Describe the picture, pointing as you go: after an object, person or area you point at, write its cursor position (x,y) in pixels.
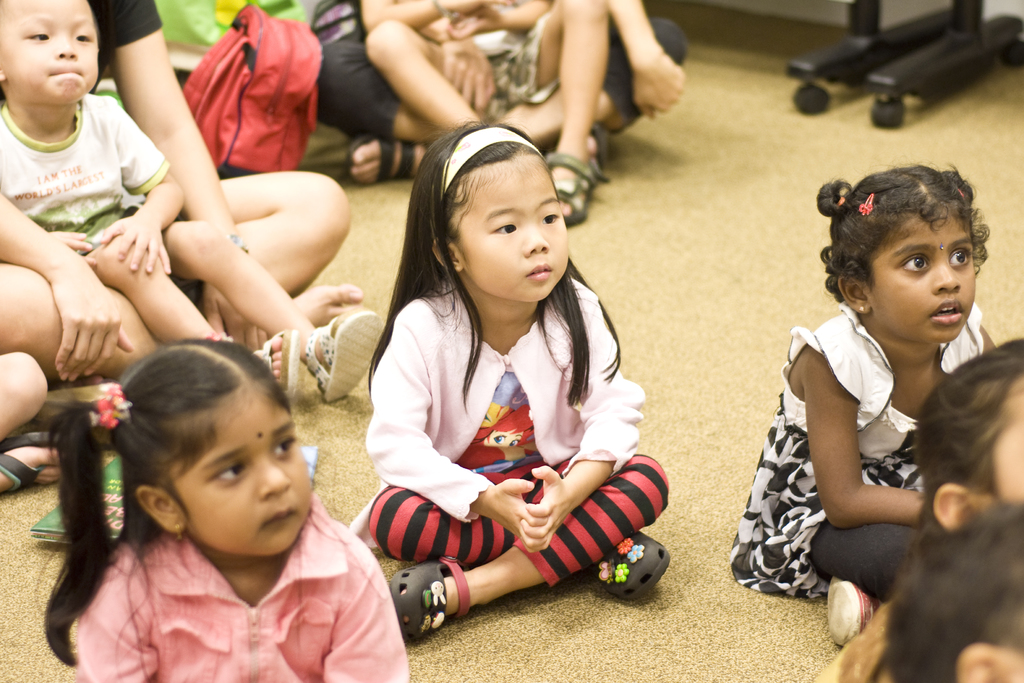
In this picture we can see some kids (874,529) sitting here, at the bottom (664,632) there is mat (632,634).
